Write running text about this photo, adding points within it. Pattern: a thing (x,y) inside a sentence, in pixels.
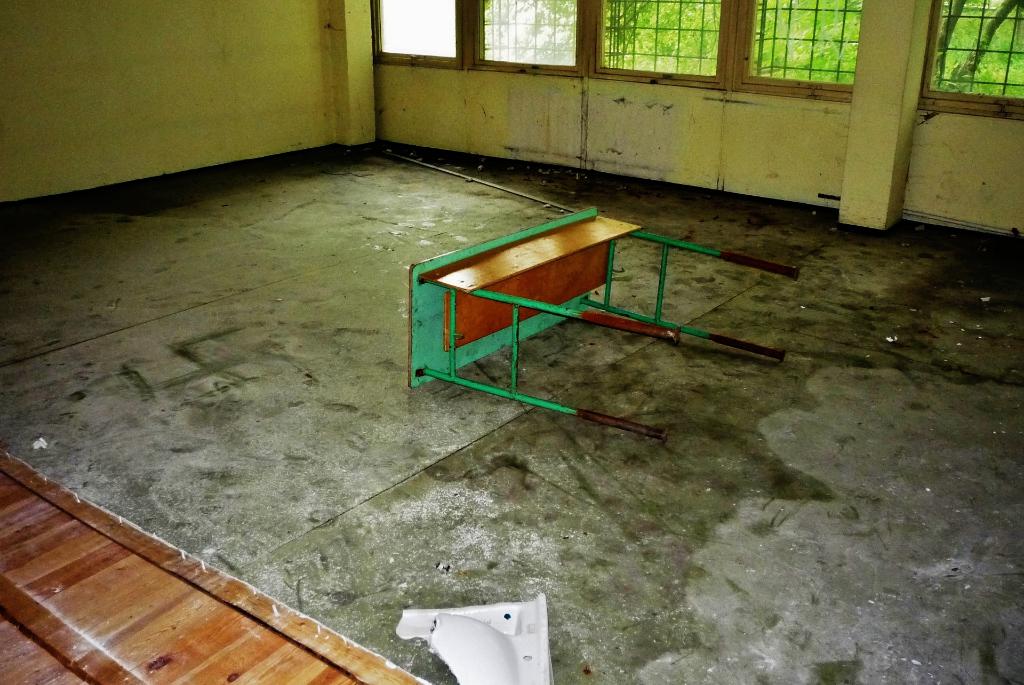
In the center of the image (477,383) we can see a table (418,335). In the background (238,113) there is a wall (364,59) and we can see windows (675,41). At the bottom (224,644) we can see a wooden plank (207,631) and an object (499,616). We can see trees (804,43) through the windows (816,63).
